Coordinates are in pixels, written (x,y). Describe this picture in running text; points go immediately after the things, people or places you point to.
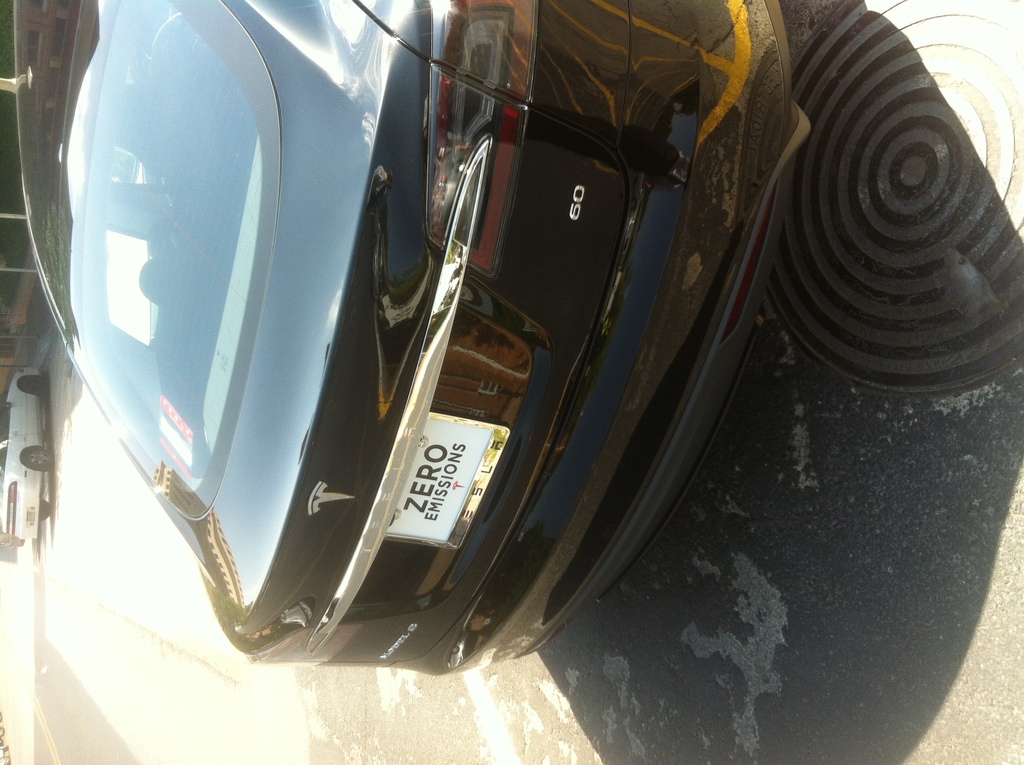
In the center of the image (443,468) we can see a car (489,476) parked on the road (108,557). On the left side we can see a car (12,508) parked aside.
